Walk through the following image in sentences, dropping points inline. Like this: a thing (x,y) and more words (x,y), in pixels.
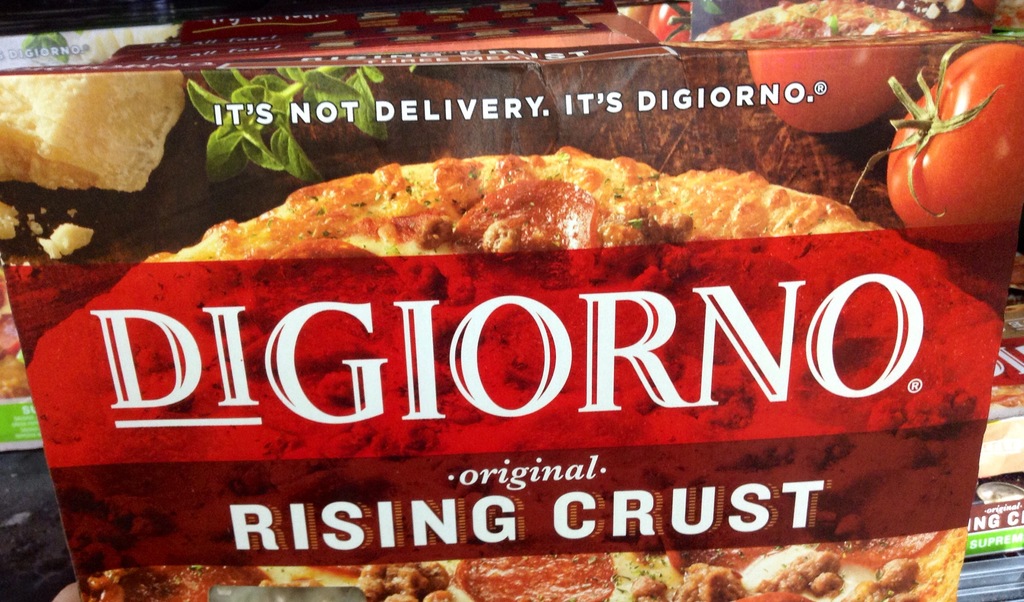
In this image there is a box (422,373) with some images (435,367) and labels (261,532) on it.
